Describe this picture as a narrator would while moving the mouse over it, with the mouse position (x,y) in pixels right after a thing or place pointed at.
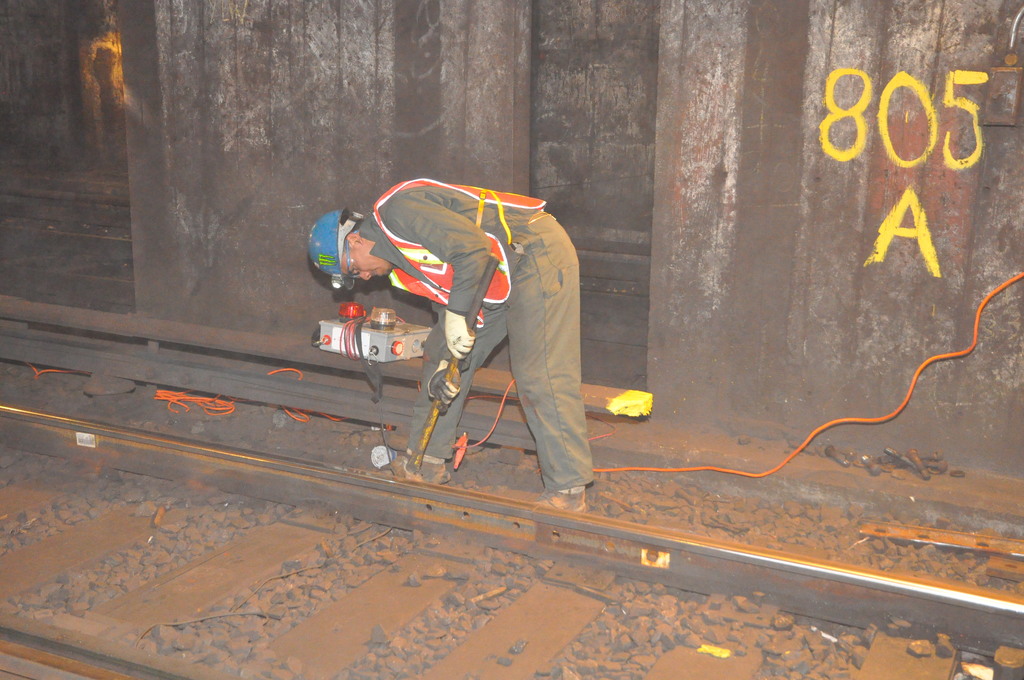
There is one man (437,317) wearing a helmet (334,255) and holding a rod (431,422) and working on a railway track (476,516) in the middle of this image (452,277), and there is a wall (175,132) in the background (331,135). There is one number (853,110) and an alphabet (897,218) is written on it.
